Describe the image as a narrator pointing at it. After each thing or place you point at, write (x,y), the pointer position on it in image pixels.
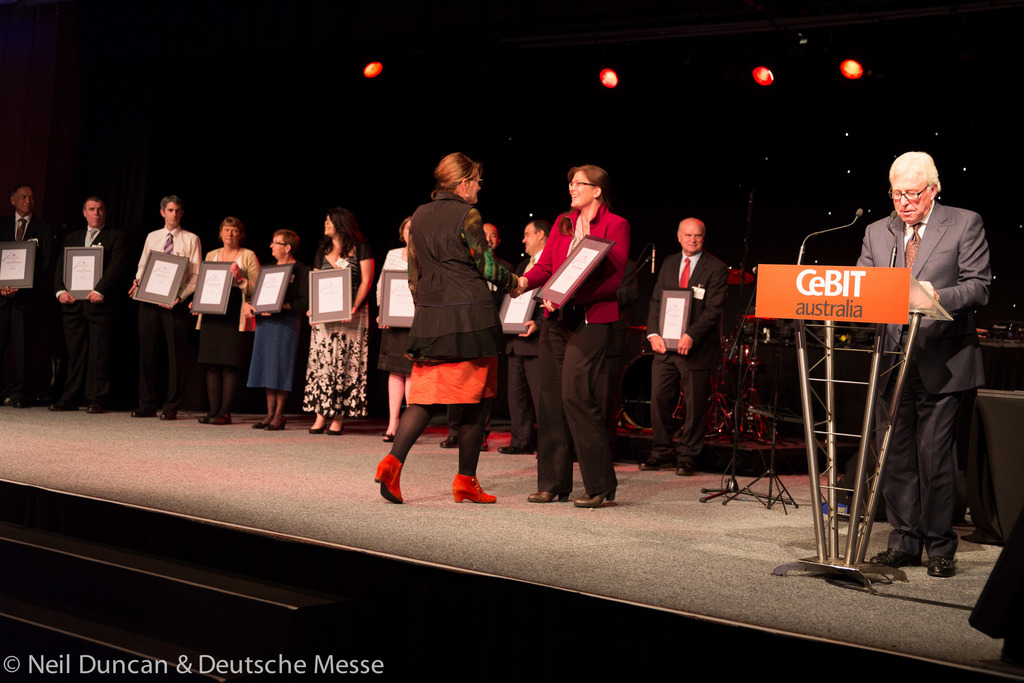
In this image there are a few people (223,343) on the stage (369,426) holding frames (277,295), there is a person (888,407) at the podium (869,352), on the podium (801,324) there is a small board (808,297) with some text (820,284) and a microphone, there are few stands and lights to the roof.
